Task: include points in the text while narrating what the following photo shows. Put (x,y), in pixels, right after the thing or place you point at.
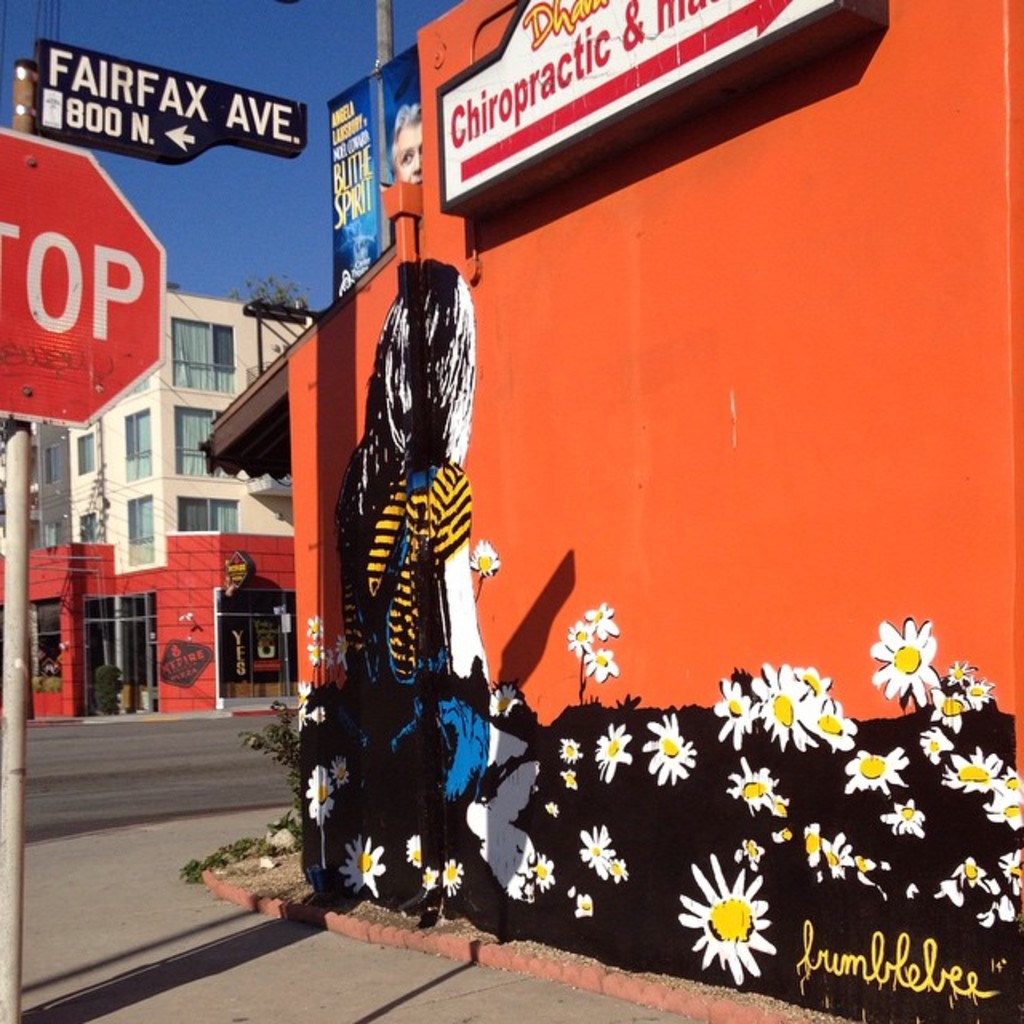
In this image we can see a graffiti painting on the wall (769,437) along with a sign board (498,204), beside the wall (383,660) we can see a pole (16,923) with sign boards (84,400), there we can also see few buildings (178,589), windows (189,523) and plants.
